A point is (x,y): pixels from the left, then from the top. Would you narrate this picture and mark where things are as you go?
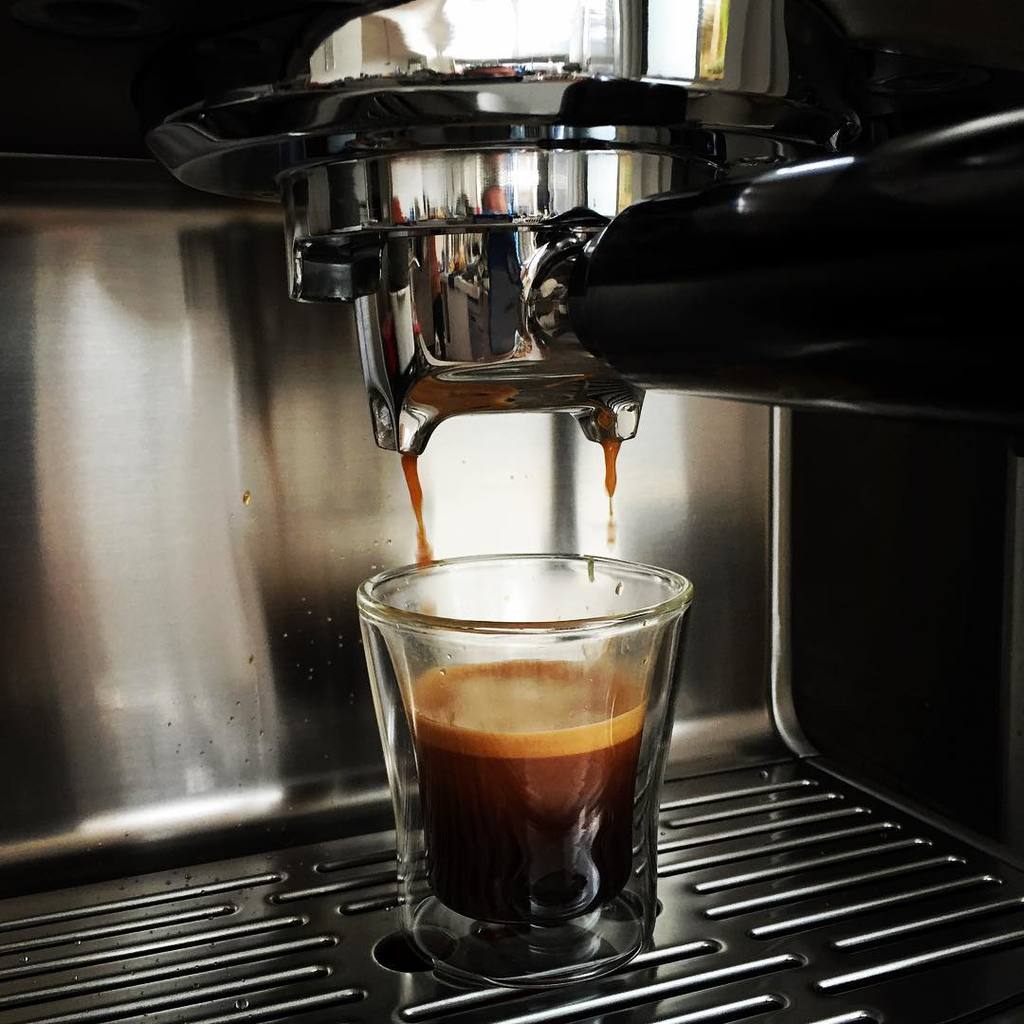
In this image there is a glass (584,694) of liquid (584,694) in it, and there is a kind of coffee machine (498,220).
